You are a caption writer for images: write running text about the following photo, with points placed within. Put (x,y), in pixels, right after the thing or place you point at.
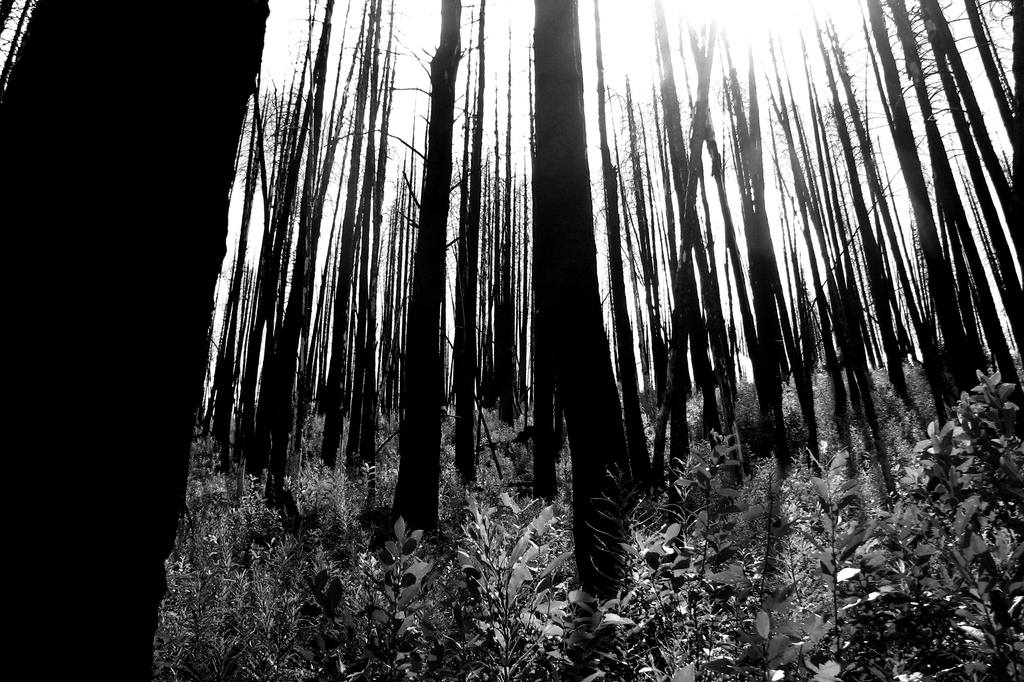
In this picture I can see there are few trees (23,660), plants (329,621) and the sky (683,24) is clear and sunny. This is a black and white image.
